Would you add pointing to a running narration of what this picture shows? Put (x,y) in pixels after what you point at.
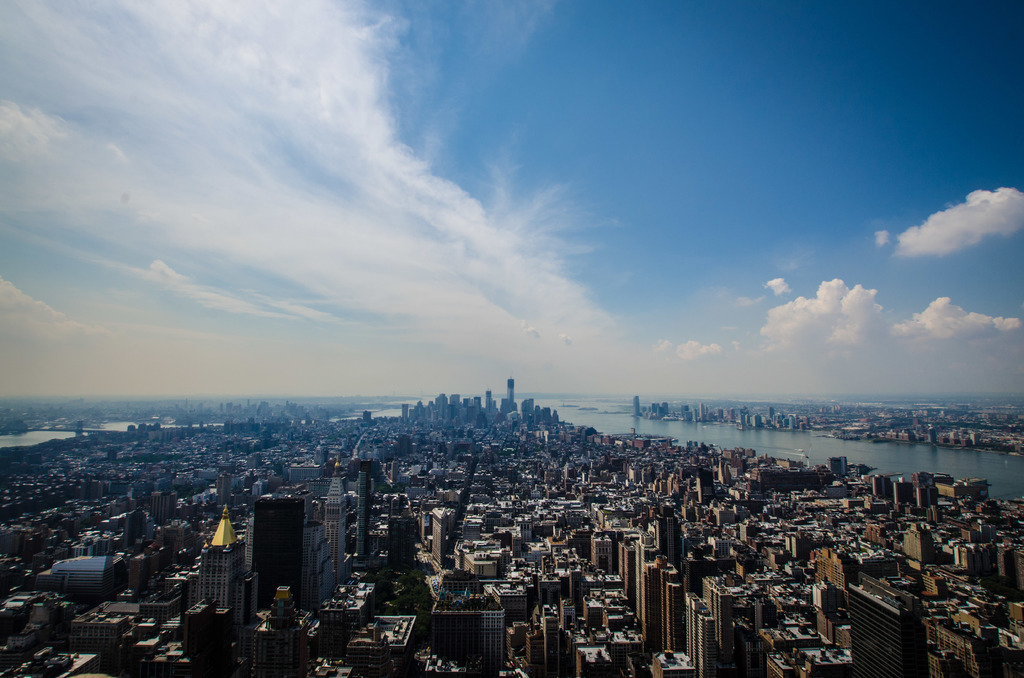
In this picture we can see the city (472,407). In that we can see many skyscrapers (795,480), buildings (350,531) and roads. On the right (710,432) there is a river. At the top (776,54) we can see sky (642,267) and clouds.
